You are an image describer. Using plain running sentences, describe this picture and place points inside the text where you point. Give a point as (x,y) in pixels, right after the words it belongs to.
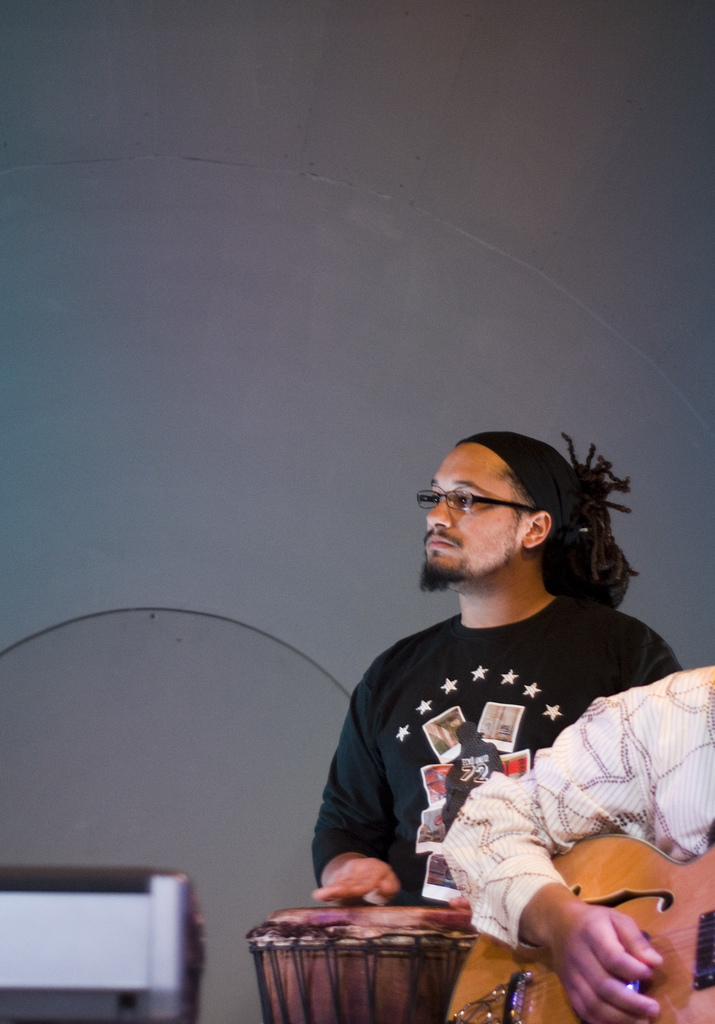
In this picture is a man (503,687) standing and staring at someone while playing the drum (338,937) and there's another person (530,844) playing the guitar (567,880).
